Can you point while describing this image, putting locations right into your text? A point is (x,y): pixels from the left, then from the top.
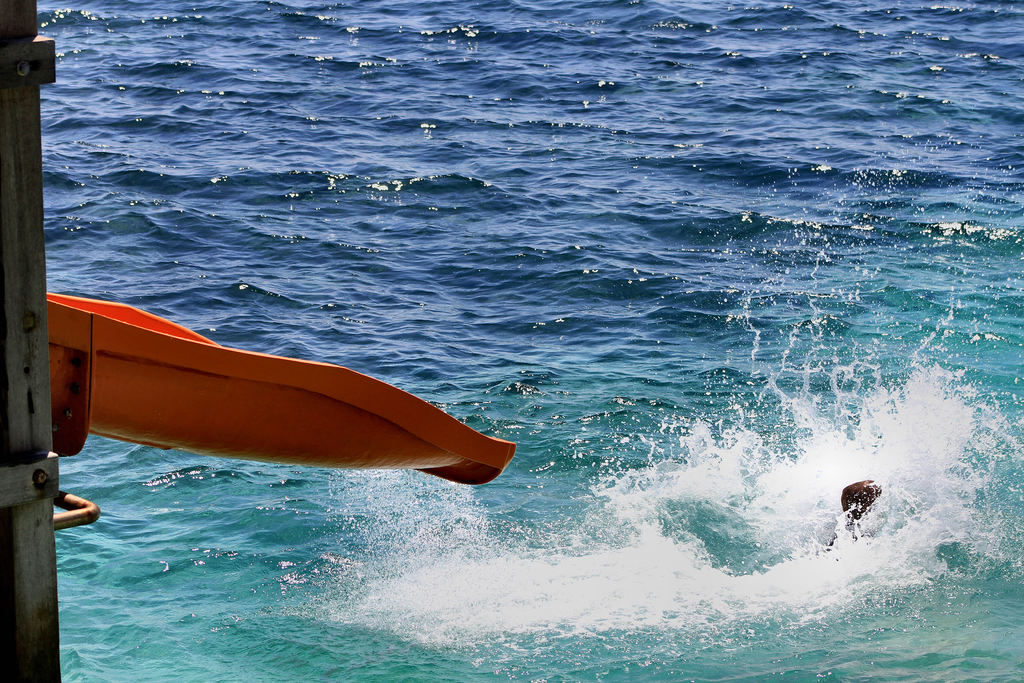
In this image there is water (654,292). On the right (853,515) we can see an object (862,490) in the water (844,540). On the left (259,384) there is a slide (248,402).
